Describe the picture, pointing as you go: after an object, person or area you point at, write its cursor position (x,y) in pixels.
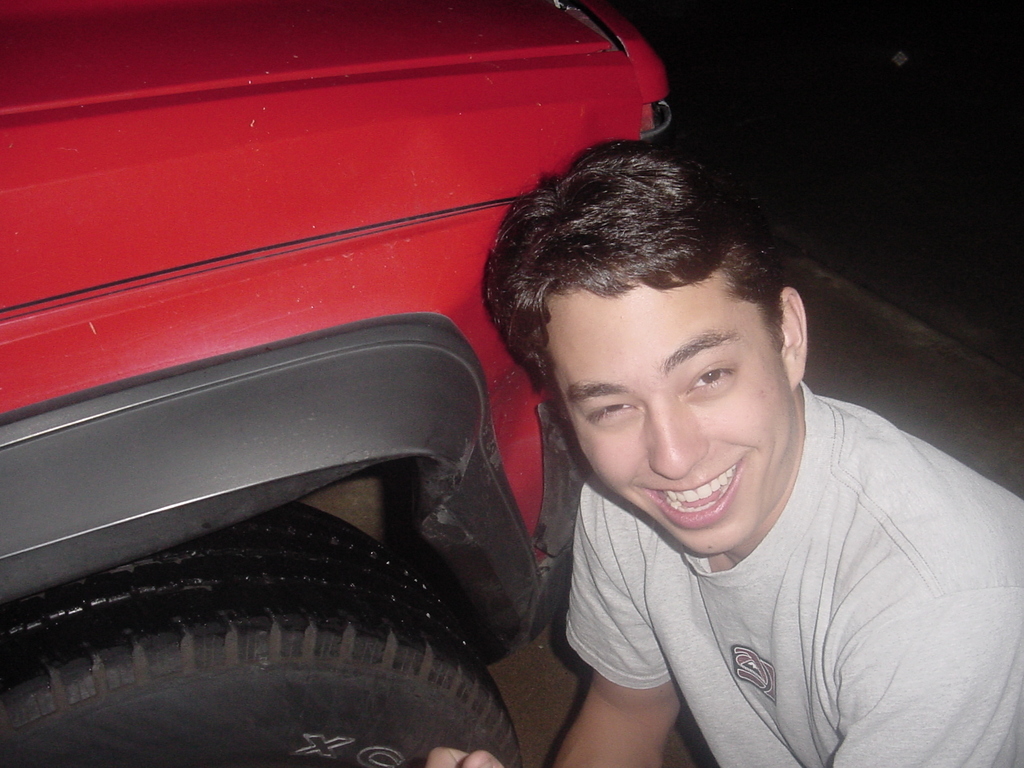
On the right side (843,717) a man (843,735) is smiling, he wore t-shirt (916,566). On the left side (159,340) there is a vehicle (247,249) in red color.
